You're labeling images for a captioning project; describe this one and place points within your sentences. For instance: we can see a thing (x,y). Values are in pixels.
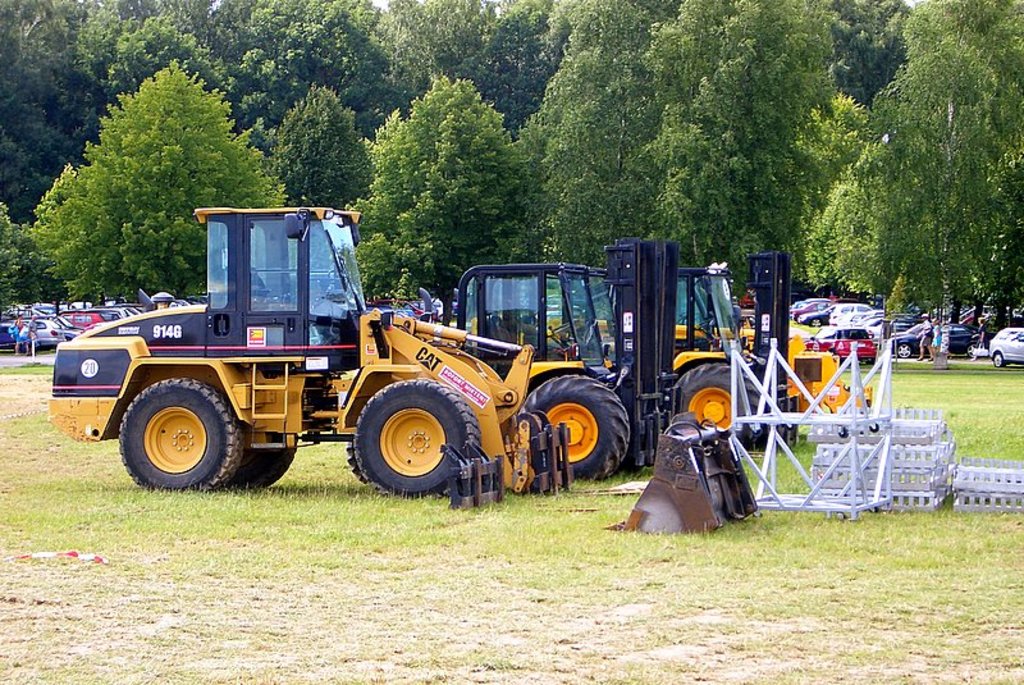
In this image, there are vehicles (72,370) on the ground (235,564) contains some grass (407,543). There are cars (79,325) on the left (91,321) and on the right side of the image (957,343). In the background of the image (933,112), there are some trees (519,168).
